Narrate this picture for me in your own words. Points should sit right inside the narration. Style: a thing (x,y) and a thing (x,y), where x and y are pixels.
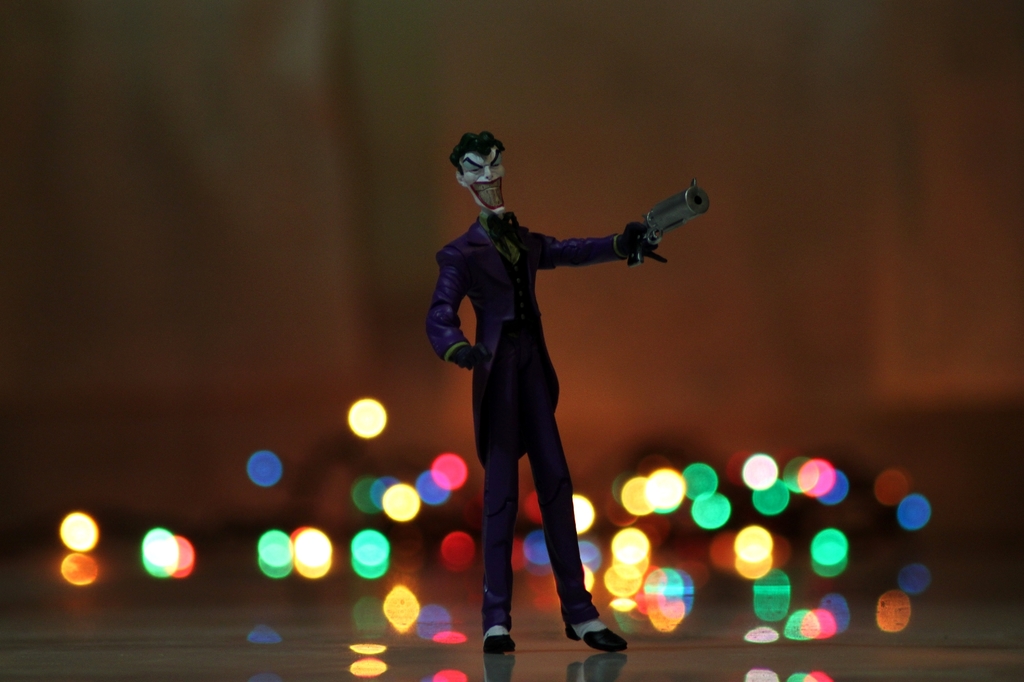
In this picture, it seems like a toy (482,401) in the foreground (482,401) and light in the background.
